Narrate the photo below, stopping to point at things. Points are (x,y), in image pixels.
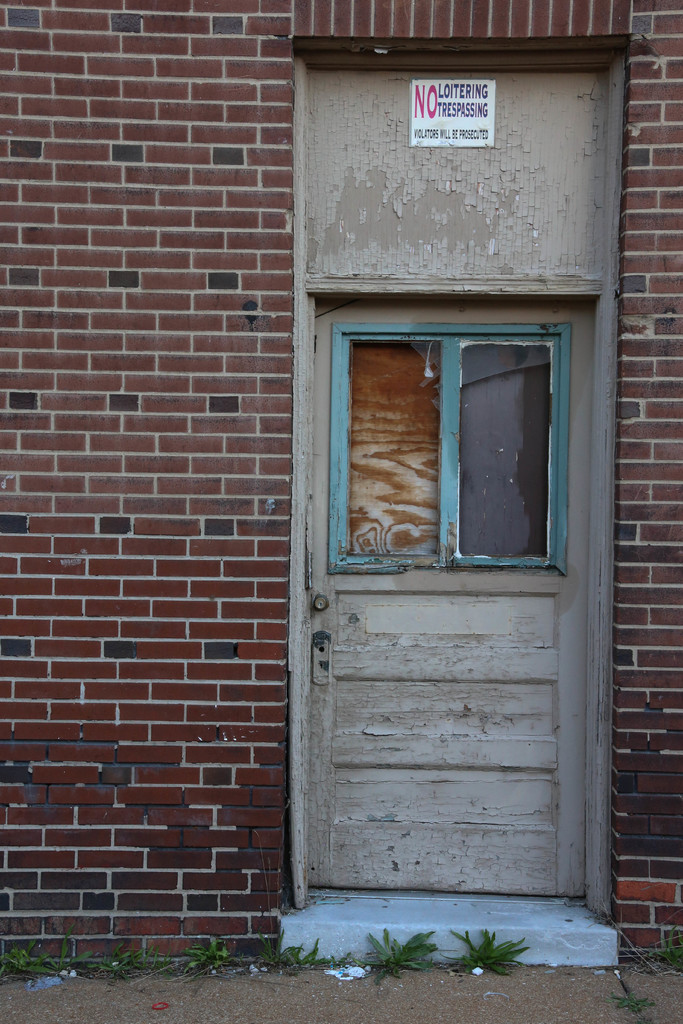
In this image in the center (230,654) there is one house (101,76) and door (403,501) and a window (434,447), at the bottom (193,987) there is a sidewalk (331,989) and grass (418,962).
